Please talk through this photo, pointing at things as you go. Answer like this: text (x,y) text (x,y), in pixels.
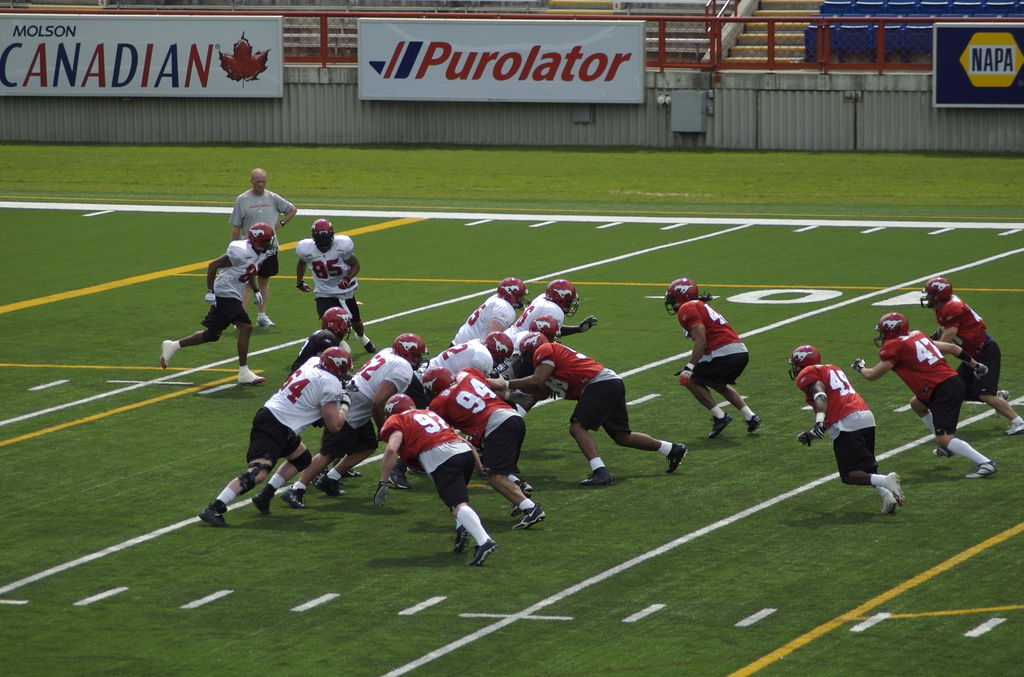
In the picture I can see people (428,461) wearing red T-shirts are on the right side of the image (694,354) and the people (257,228) wearing white T-shirts (307,392) are on the left side of the image (261,398) and they are playing on the green grass ground (712,506). In the background (615,98), we can see boards (390,91) the wall (914,108) and the chairs (856,42) in the stadium (667,25).
